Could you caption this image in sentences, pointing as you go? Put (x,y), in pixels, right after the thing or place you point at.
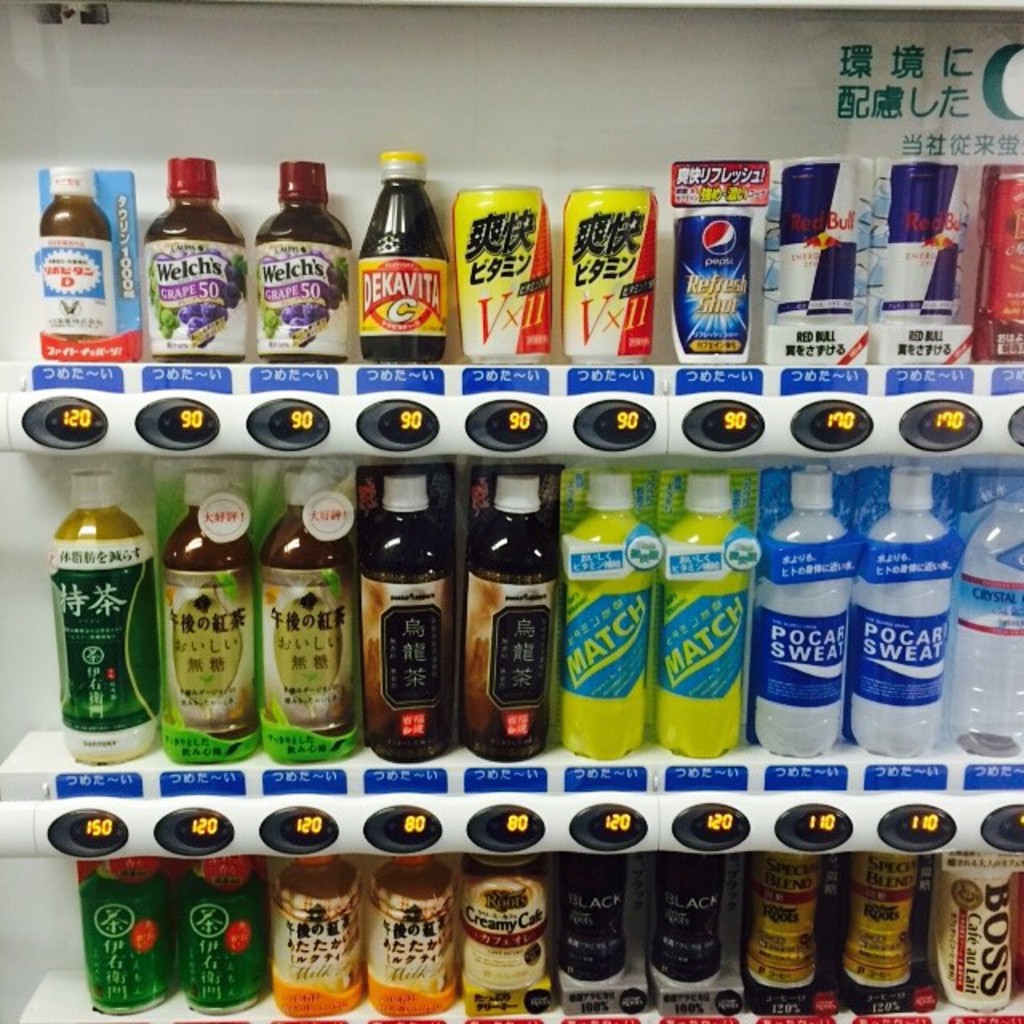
In this image, there is a vending machine (273,791) with three shelves (470,846) showcasing different types of energy drinks (86,330), cool drinks (311,607) and water bottles (959,674) with prices (999,826) below them.
